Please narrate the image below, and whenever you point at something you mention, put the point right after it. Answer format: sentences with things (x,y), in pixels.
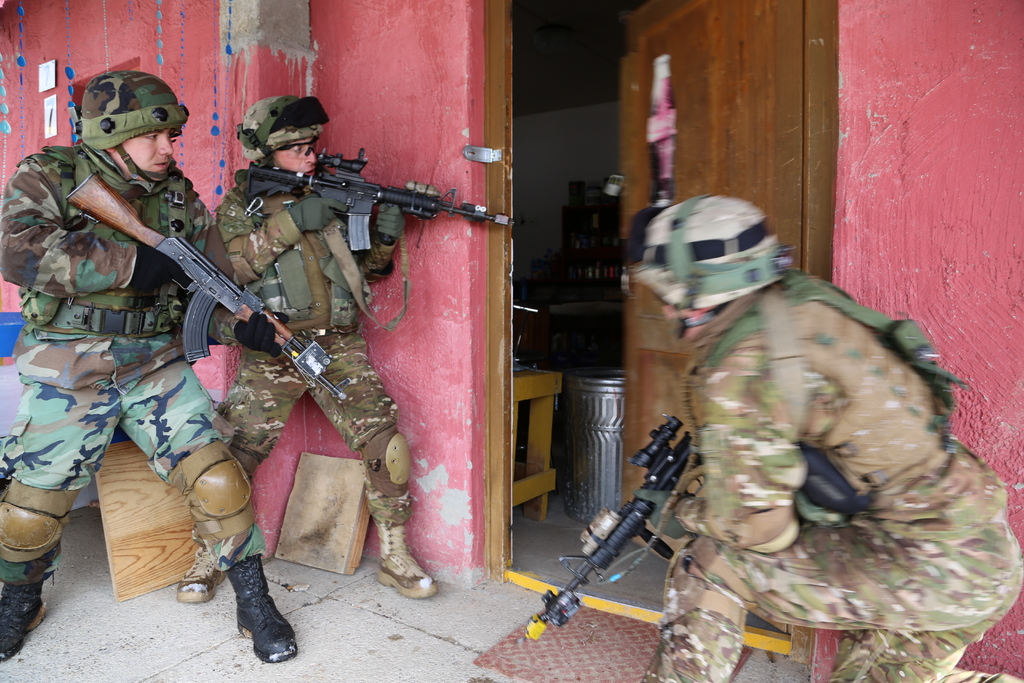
In this picture we can observe three soldiers (246,262), holding guns (207,328) in their hands (180,283). All of them were wearing helmets (131,132) on their heads (114,150). We can observe brown color door (638,198) and a pink color wall (373,81). In the background (533,258) there is a wall (530,236).
